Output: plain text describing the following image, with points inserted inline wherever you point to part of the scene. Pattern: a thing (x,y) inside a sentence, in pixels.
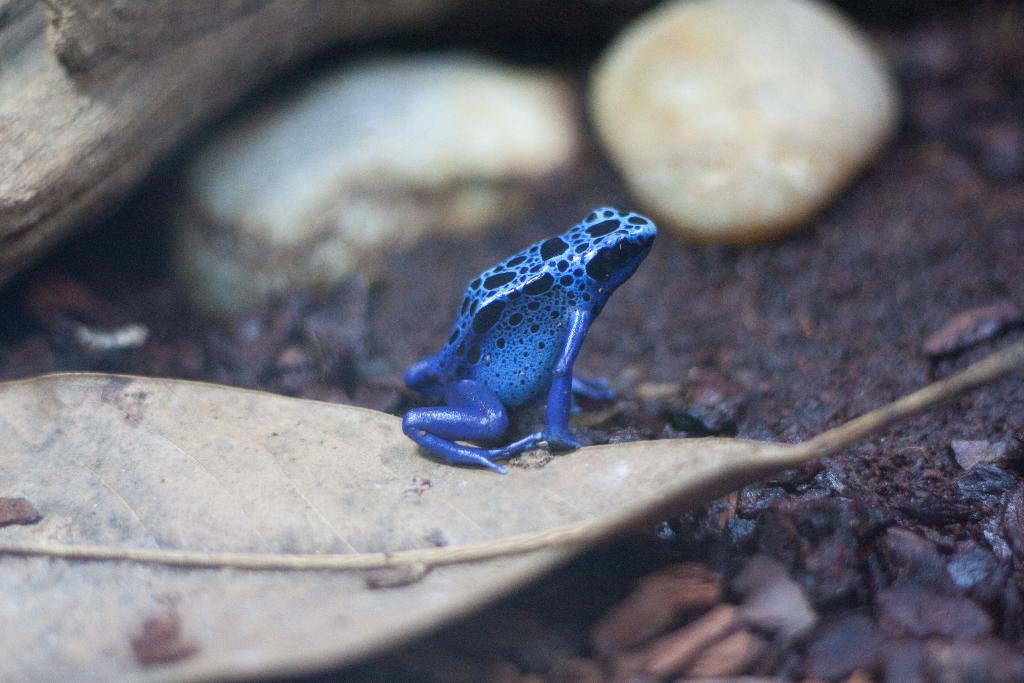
In this image we can see a frog (563,335) on the leaf (401,548), there is a wooden stick (200,52), and the background (697,247) is blurred.
